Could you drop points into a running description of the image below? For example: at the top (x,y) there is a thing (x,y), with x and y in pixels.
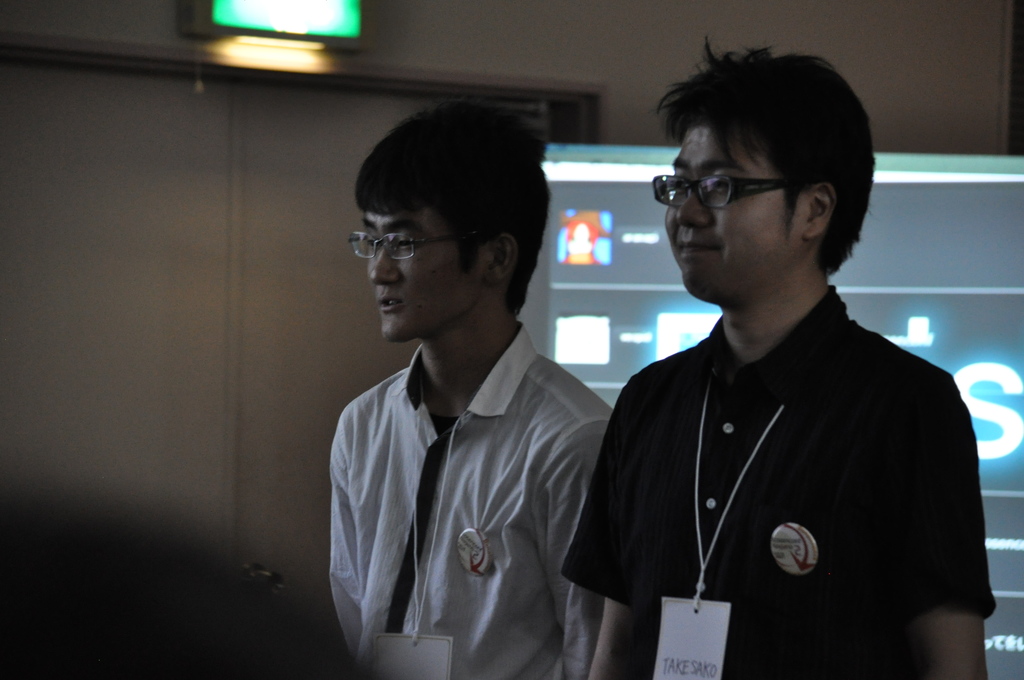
In this picture we can see there are two people (510,533) standing on the floor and behind the people (432,524), it is looking like a screen (912,207) and a wall (502,52).
